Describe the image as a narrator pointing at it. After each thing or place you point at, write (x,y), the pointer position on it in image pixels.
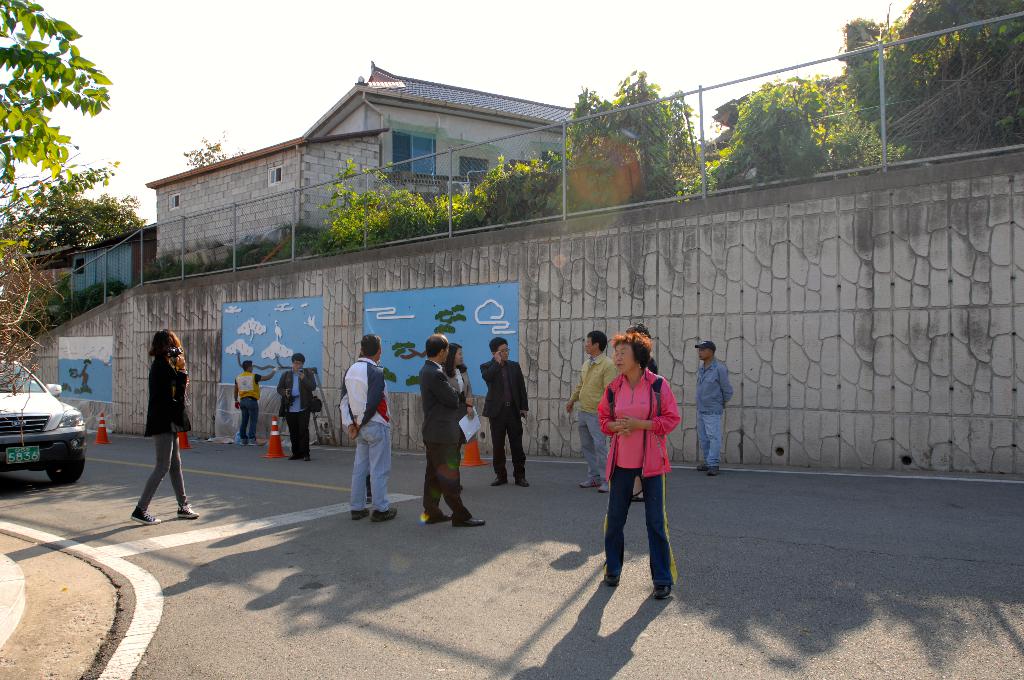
In this image we can see buildings (456,171), mesh (509,162), plants (645,135), creepers (748,113), trees (45,90), motor vehicle (77,442) on the road (212,501), traffic cones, paintings (224,347) on the wall (635,312) and persons (638,486) standing on the road (364,538). In the background (328,47) we can see sky (585,72).
